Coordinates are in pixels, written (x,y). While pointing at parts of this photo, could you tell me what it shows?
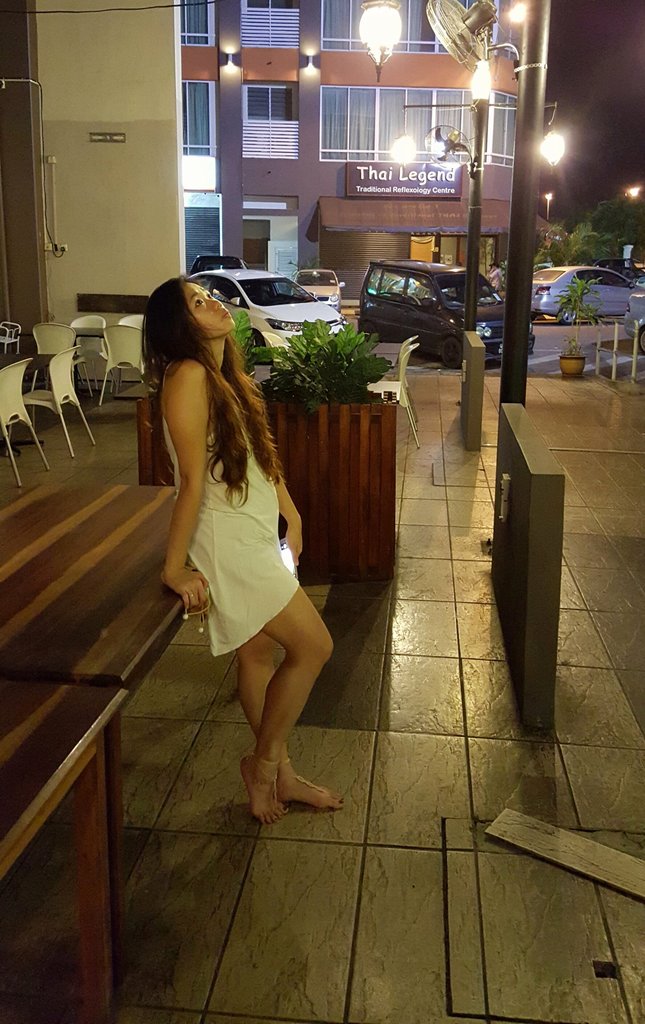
In this image i can see a woman (162,360) standing at the back ground (283,367) i can see a small plant (287,389), few chairs (66,358), a light pole (472,183), a board (377,185) and a building (272,190).
